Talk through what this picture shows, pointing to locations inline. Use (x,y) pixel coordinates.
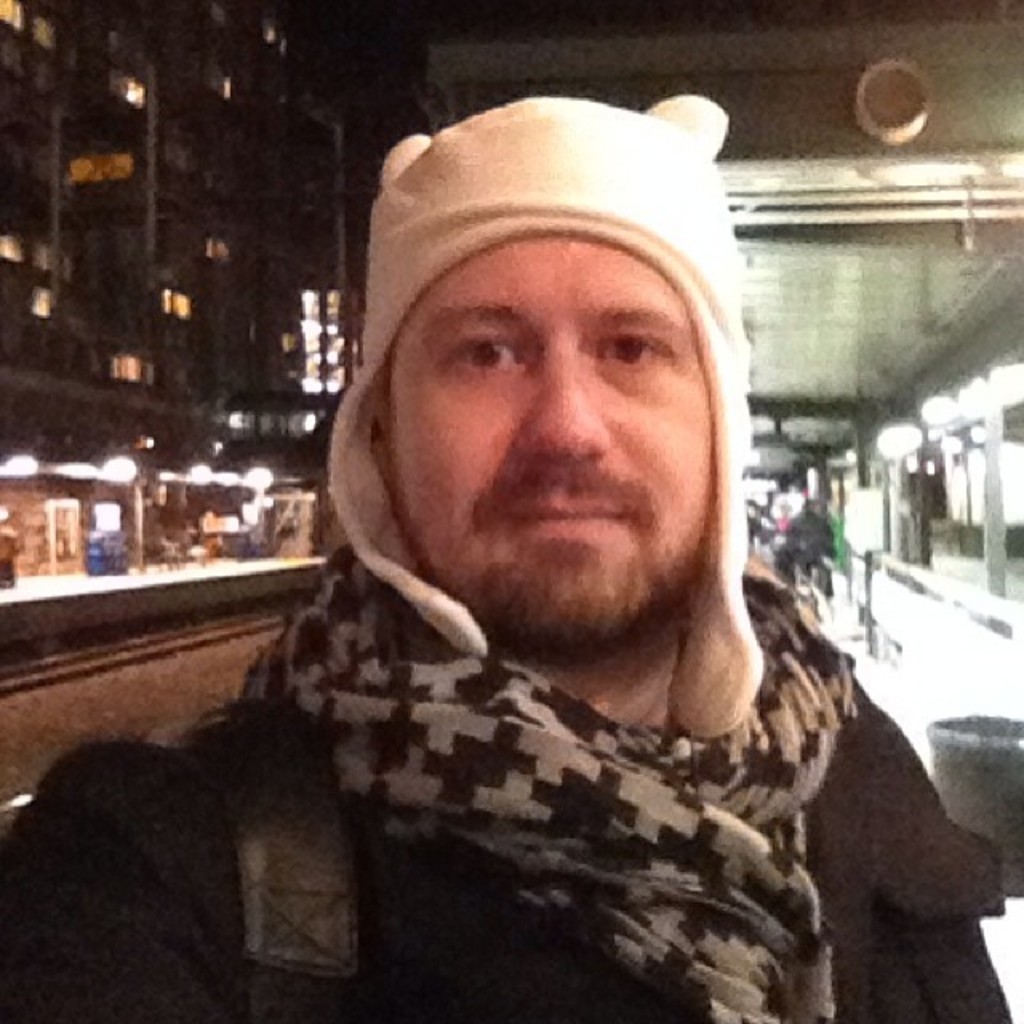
In this image I can see the person (332,610) wearing the black color dress (456,881) and also the cap (357,383). In the background (828,569) I can see few more people (806,546). To the left (113,656) I can see the track (145,659). I can also see the buildings (144,398) with lights (176,476).
